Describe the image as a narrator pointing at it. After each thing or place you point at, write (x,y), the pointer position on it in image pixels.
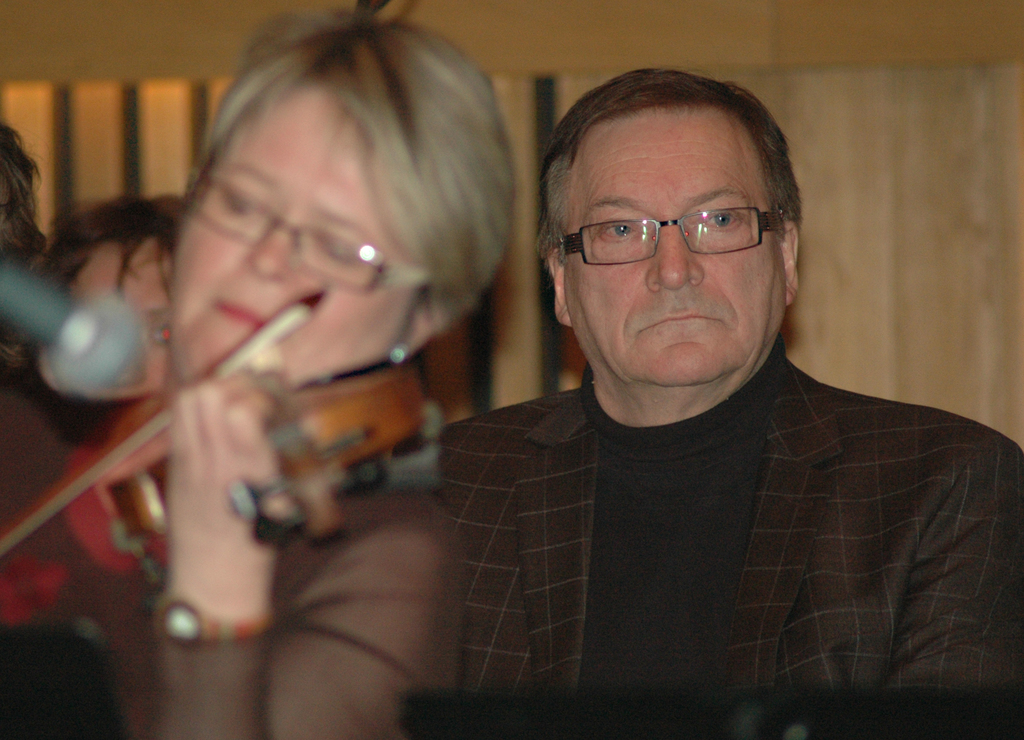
In this picture I can see there is a man (810,501) standing on to right side (733,577) and he is wearing a shirt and a blazer (533,573). On to left (267,400) there is a woman (338,233) playing the violin (326,434) and there is a microphone (104,373). In the backdrop (124,299) I can see there are few other people (48,237) standing and there is a wall (21,47).
